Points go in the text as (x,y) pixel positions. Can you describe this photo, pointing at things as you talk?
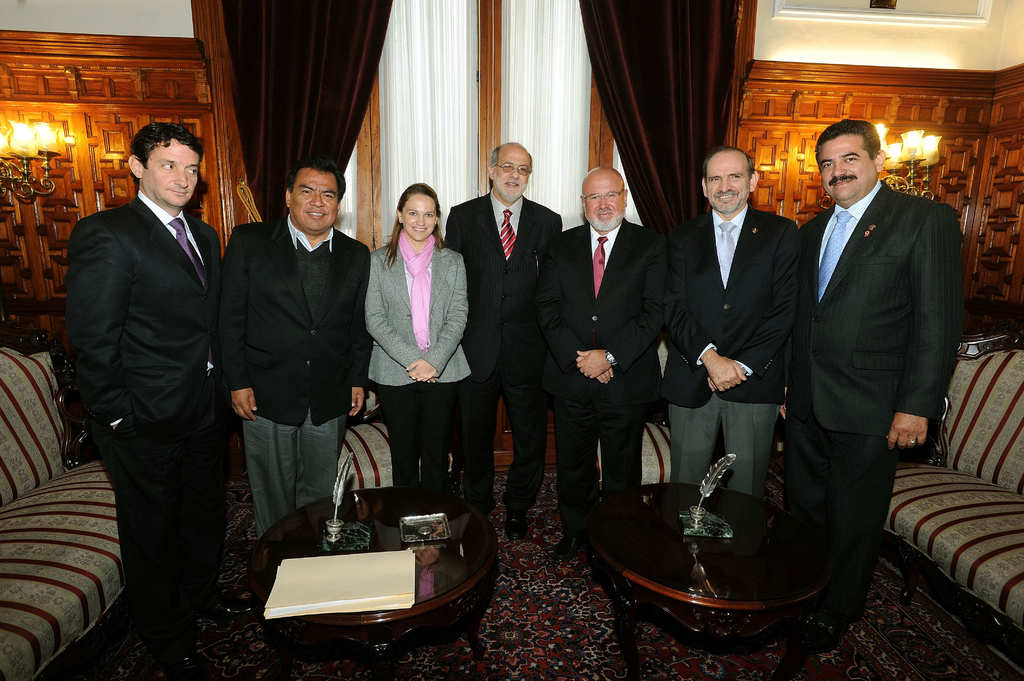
This picture describes about group of people (825,335), they are all standing, in front of them we can find of papers (298,569) on the table (350,512), and also we can see couple of sofas (28,560), lights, curtains (637,83) and a wall (167,71).
